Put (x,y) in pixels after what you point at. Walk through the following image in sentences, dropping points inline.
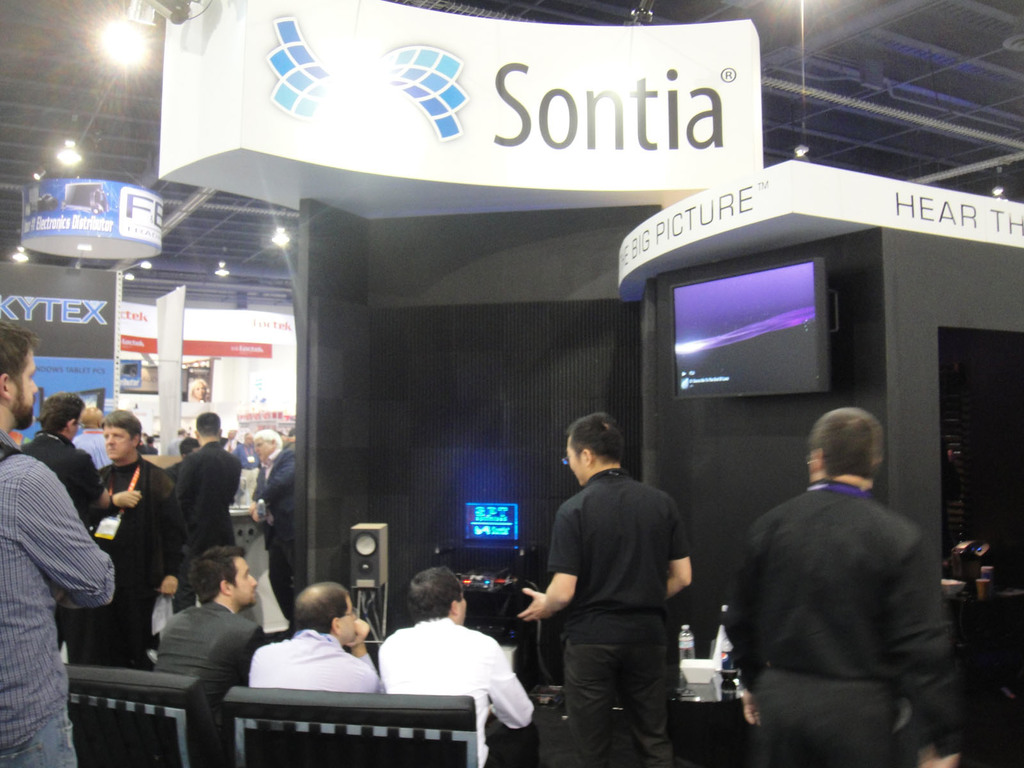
In this picture we can see a group of people (232,577) and in the background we can see name boards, lights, roof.
